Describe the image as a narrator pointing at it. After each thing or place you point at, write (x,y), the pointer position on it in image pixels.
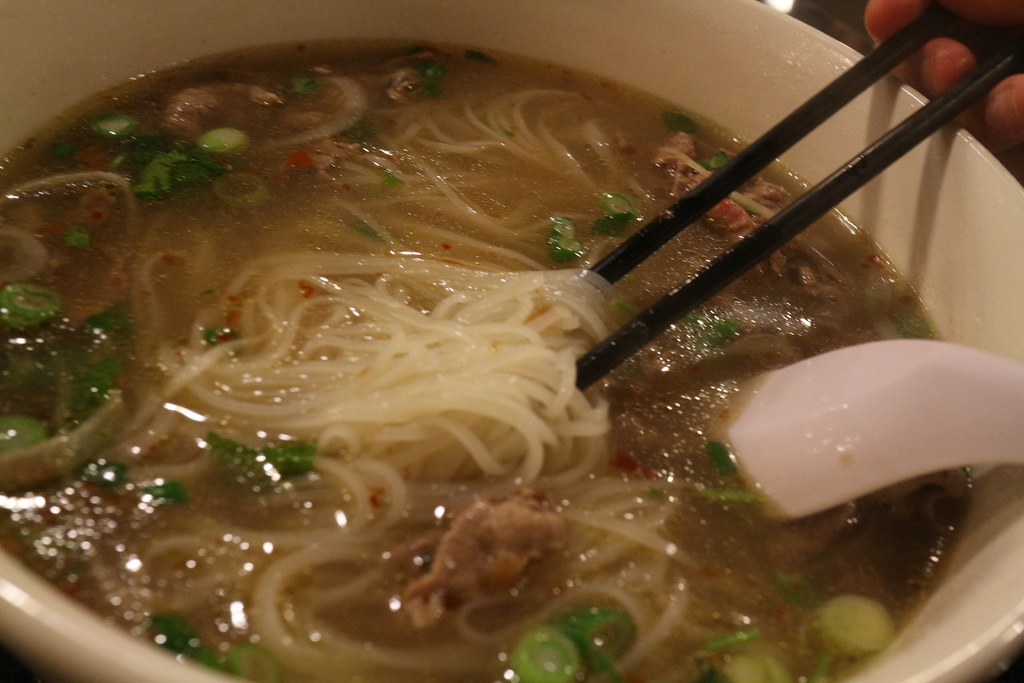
In this image, we can see there are noodles (463,386), leaves (158,143), vegetable pieces (767,658), handler (681,219), white color spoon (798,398) and soup (176,240) in a white color bowl (17,68). This handler (830,193) is held by a person (938,46).
